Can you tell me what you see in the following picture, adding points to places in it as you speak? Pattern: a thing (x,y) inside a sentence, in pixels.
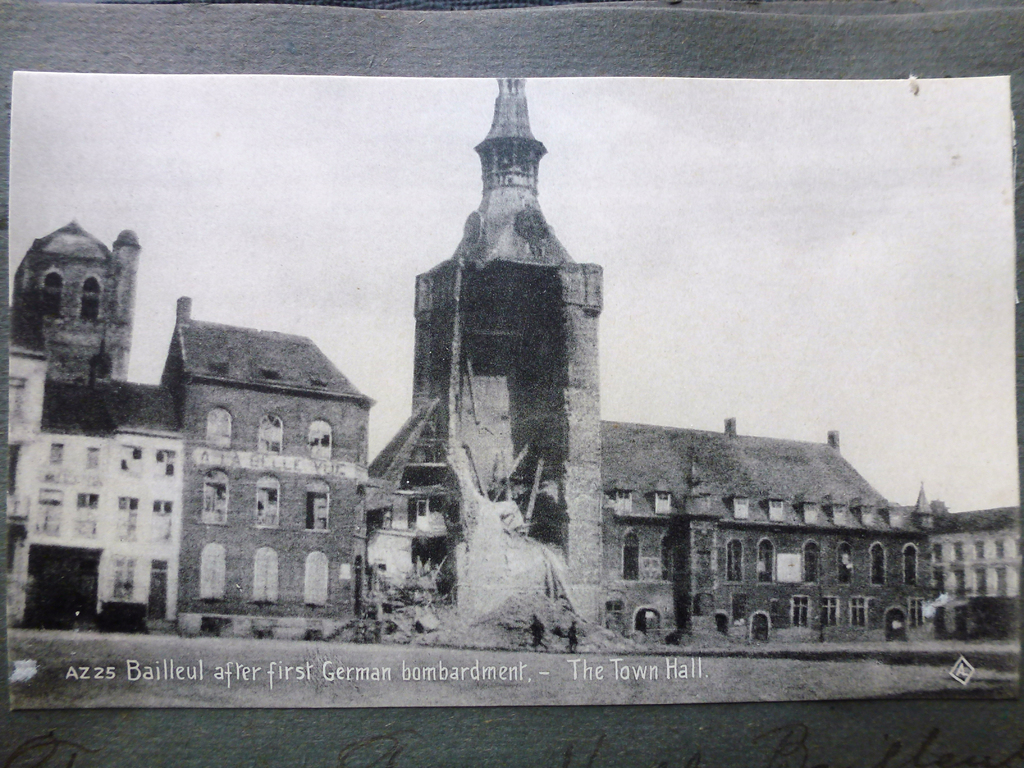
In the image in the center (599,356), we can see one poster (606,515). On the poster (564,410), we can see buildings (60,443), windows (228,417), poles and two people (533,629) are walking. In the bottom of the image (182,677), there is a watermark (147,671).
